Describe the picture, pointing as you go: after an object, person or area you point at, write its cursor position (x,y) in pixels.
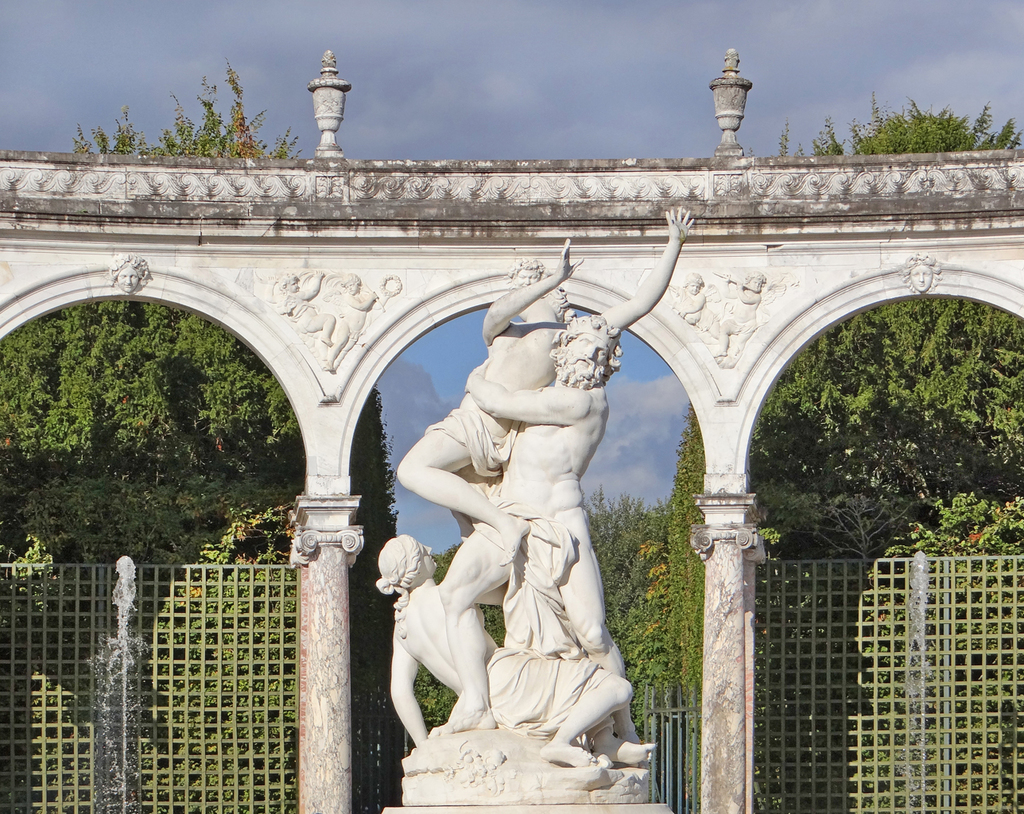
In this image in the foreground (492,380) there are sculptures (456,512), and in the background (320,288) there is wall (698,358) and pillars (727,786), net (145,659). On the right side (948,460) and left side (119,411) there are trees (286,531), at the top of the image (756,90) there is sky (920,87).
